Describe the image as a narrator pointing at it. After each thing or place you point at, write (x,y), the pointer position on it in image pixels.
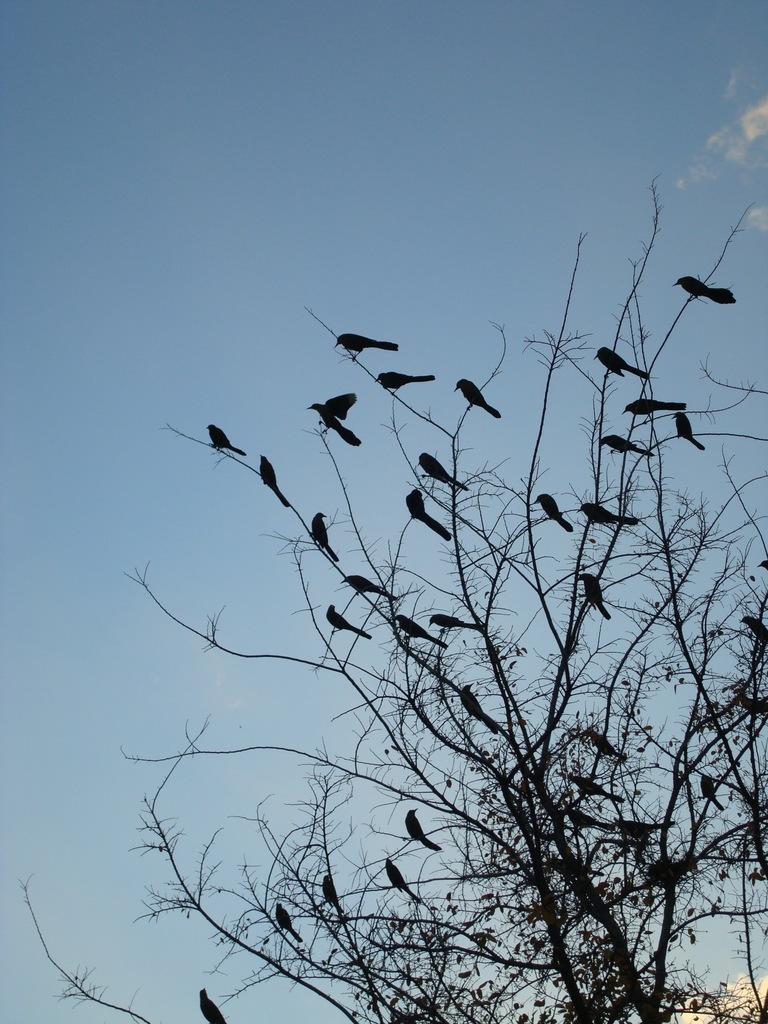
In this picture I can see birds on the branches (737,700) of a tree (220,930), and in the background (641,110) there is the sky (321,442).
